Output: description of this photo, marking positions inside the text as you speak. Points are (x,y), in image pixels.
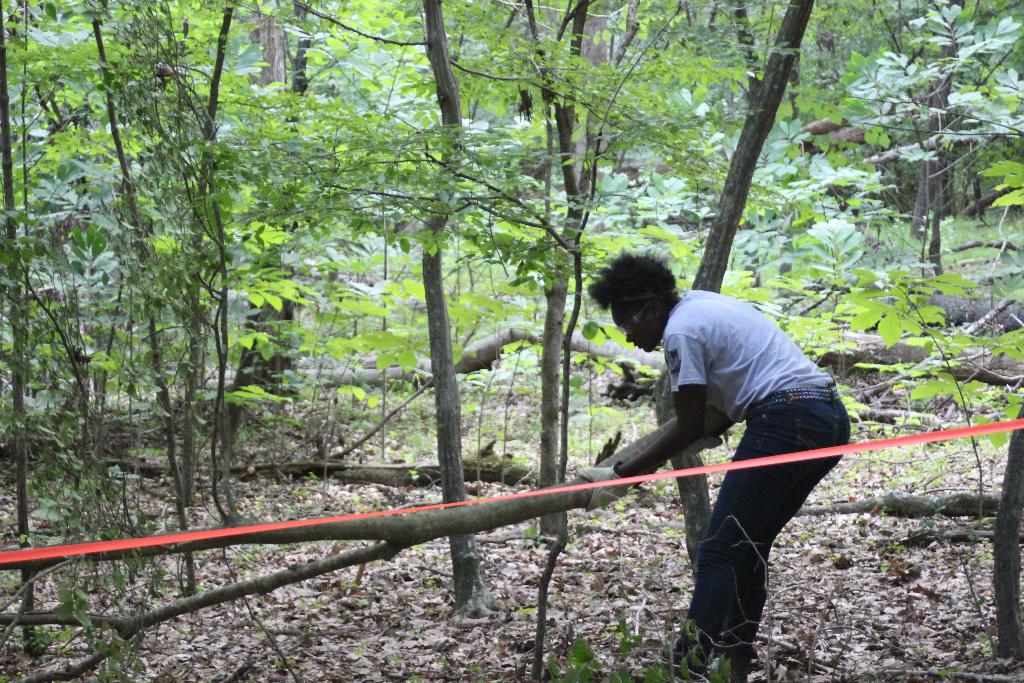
In this image there is a red color ribbon (546,491), a person (757,561) standing and holding a branch (268,587), and in the background (38,198) there are plants (55,337) and trees (459,457).
